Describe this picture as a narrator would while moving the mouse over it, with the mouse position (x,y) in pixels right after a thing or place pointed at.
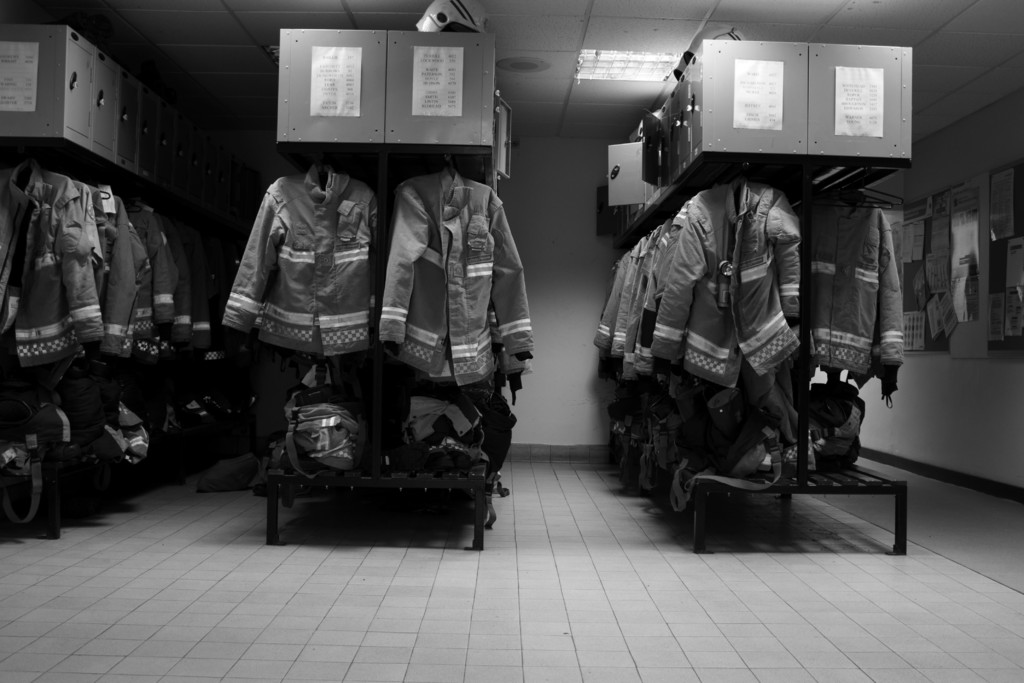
This is black and white picture, we can see clothes (25,171) hanging on hooks (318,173) and we can see bags (337,420) on tables (481,490). We can see posters (967,234) on boards (1001,269), wall (944,412) and lockers (113,129). Top we can see lights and this is floor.
